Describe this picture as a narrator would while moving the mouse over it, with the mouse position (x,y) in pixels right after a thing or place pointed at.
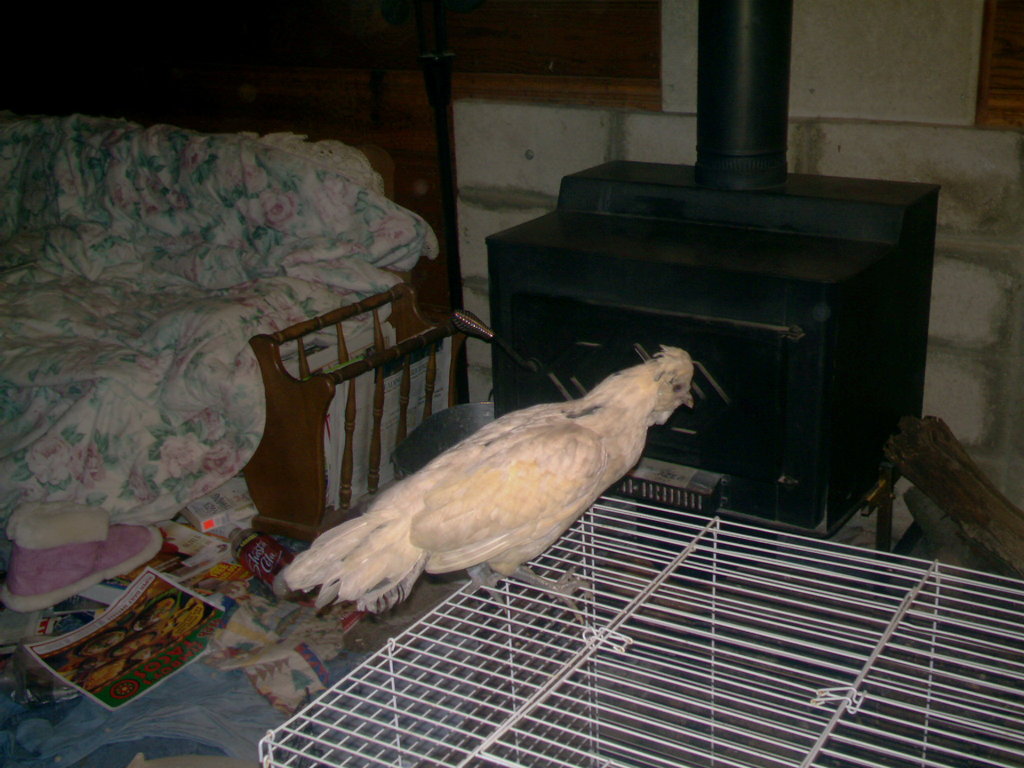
This is the picture taken in a room (529,483), the bird (502,484) is standing on a cage (575,615). Behind the bird (477,441) there is a sofa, cloth (228,336) and a stove (638,260).
